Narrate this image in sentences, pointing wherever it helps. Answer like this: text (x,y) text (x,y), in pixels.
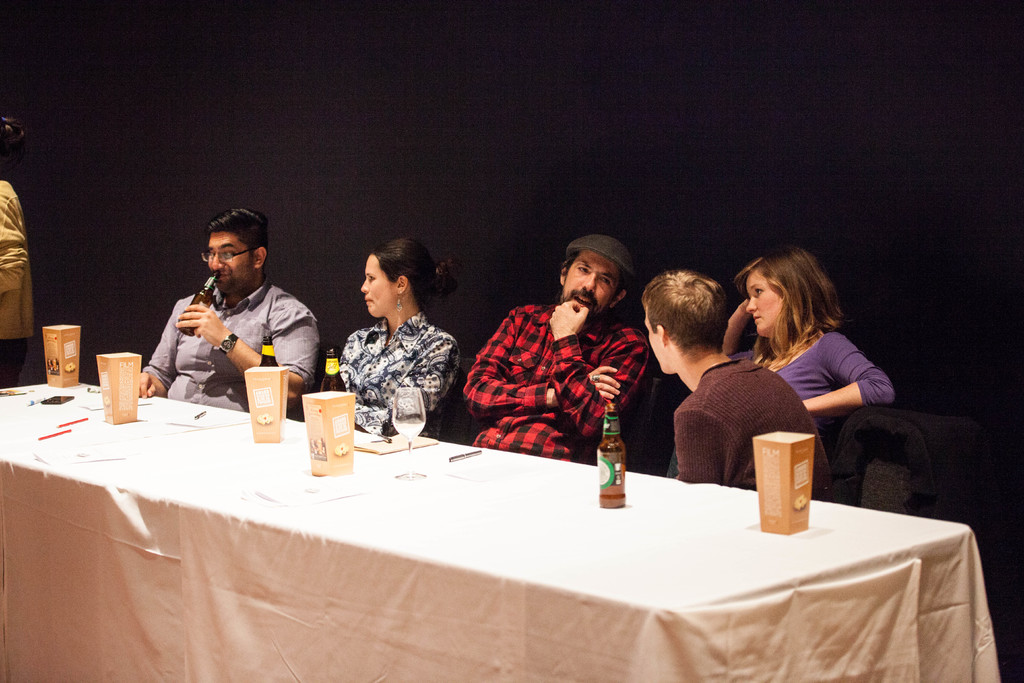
In this image I can see a group of people (593,349) who are sitting on a chair (656,376) in front of the table (413,483). On the table (527,587) we have a white color cloth (301,573) covered on it and glass of bottle (619,471) wine glass (409,429) and other objects (796,512) on it.
